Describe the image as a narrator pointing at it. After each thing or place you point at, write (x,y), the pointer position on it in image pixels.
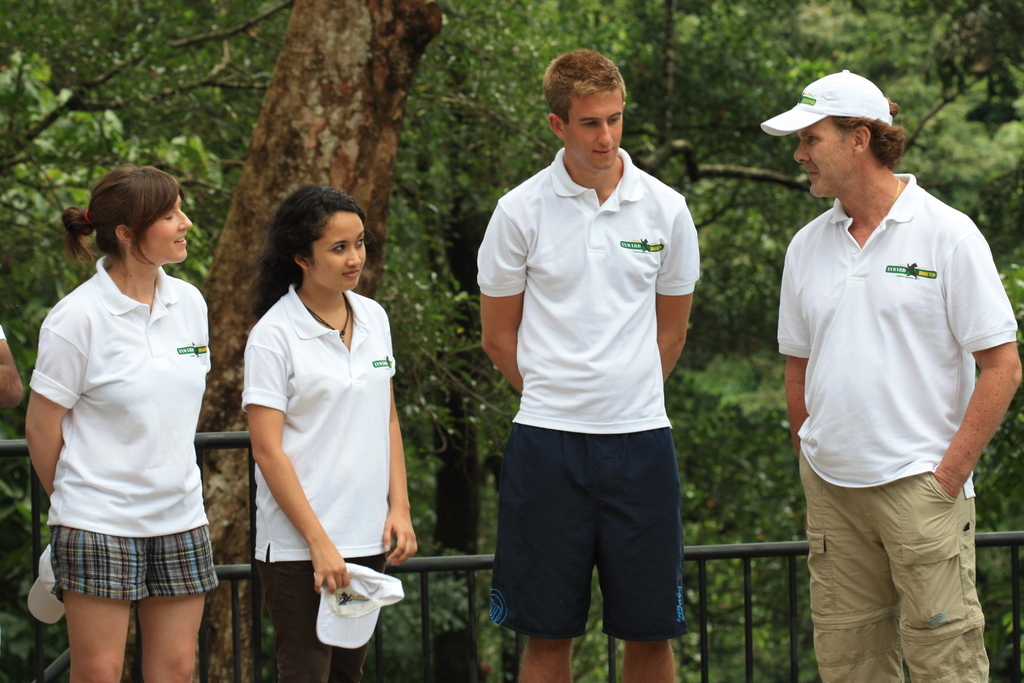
In this picture there are four persons (536,429) standing and wearing white T-shirts (360,436) and there is a fence (486,557) behind them and there are trees (316,147) in the background (449,74).
